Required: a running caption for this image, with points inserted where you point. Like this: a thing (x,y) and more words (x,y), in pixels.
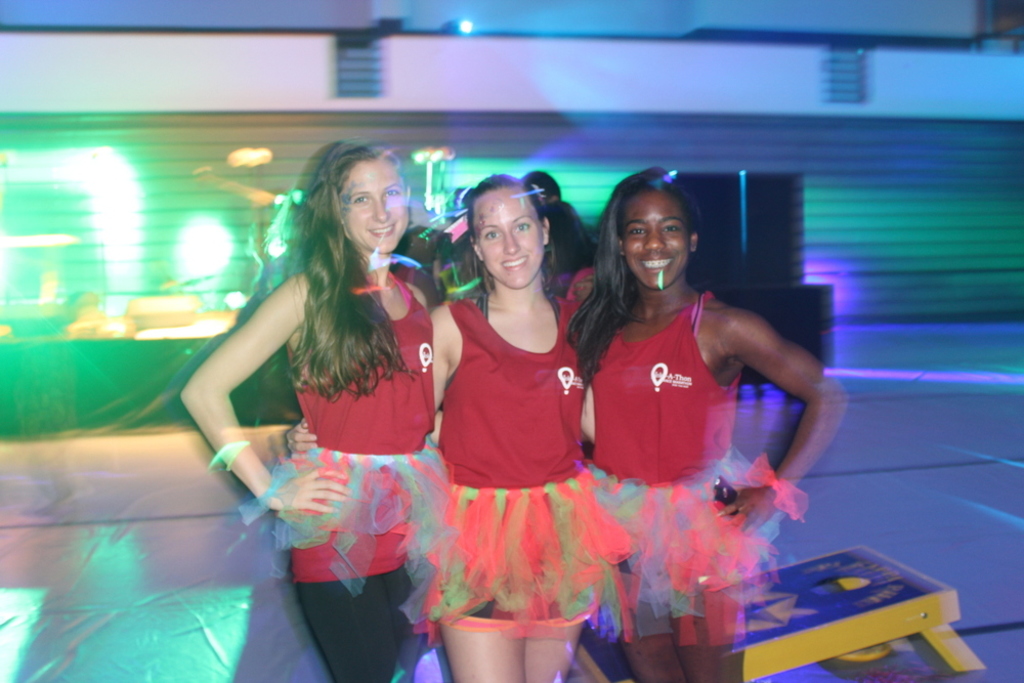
In this image I can see three women (558,402) are standing in the front (652,368) and I can see all of them are smiling. I can also see they all are wearing red colour dress (508,467). In the background (427,290) I can see few more people (446,292), number of lights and I can see this image is little bit blurry. On the bottom right side of the image (863,602) I can see a yellow and blue colour thing (886,586). I can also see something is written on it.
